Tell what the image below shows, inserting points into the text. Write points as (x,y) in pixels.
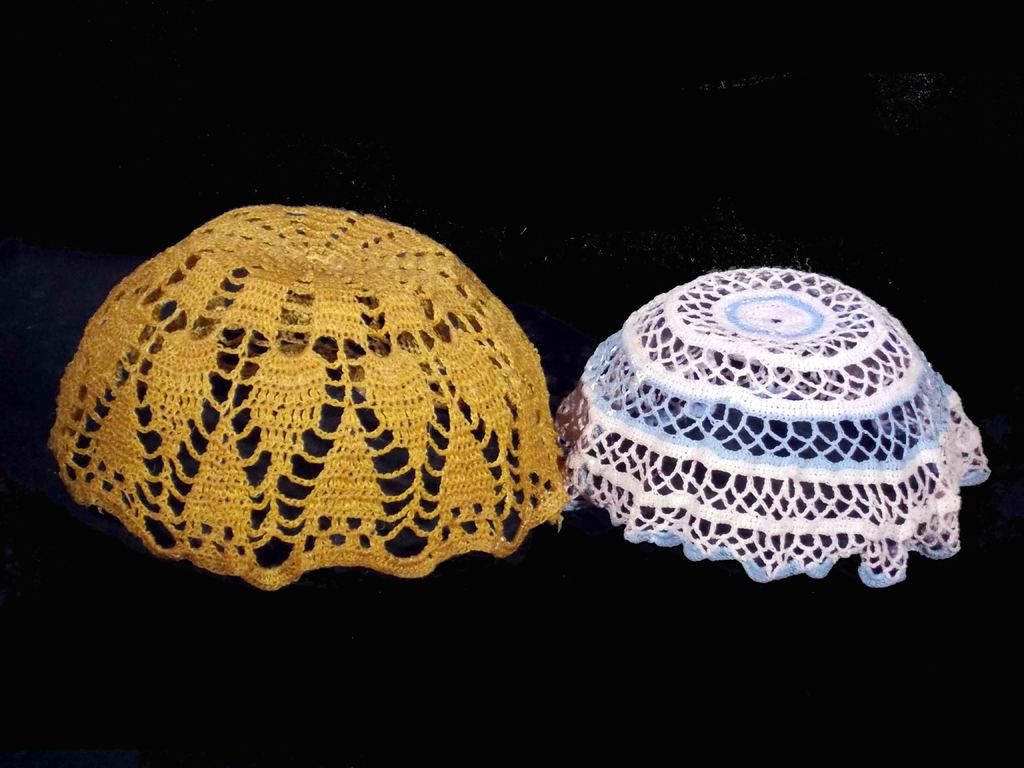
In this image, we can see woven baskets (380,498) on the black surface (956,383).
